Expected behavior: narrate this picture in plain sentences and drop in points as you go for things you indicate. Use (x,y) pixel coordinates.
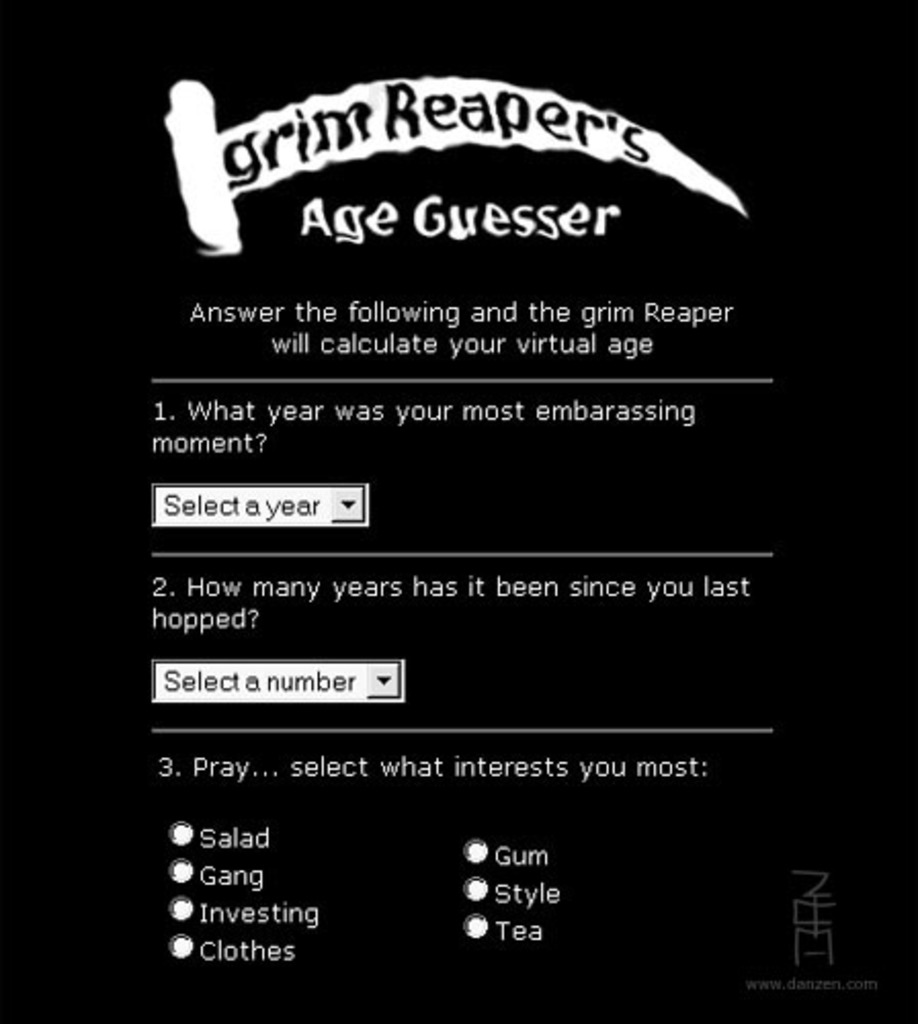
In this image, there is a black background contains some text (621,348) and dropdown boxes (266,501). There are some radio buttons (181,883) at the bottom of the image (190,833).
